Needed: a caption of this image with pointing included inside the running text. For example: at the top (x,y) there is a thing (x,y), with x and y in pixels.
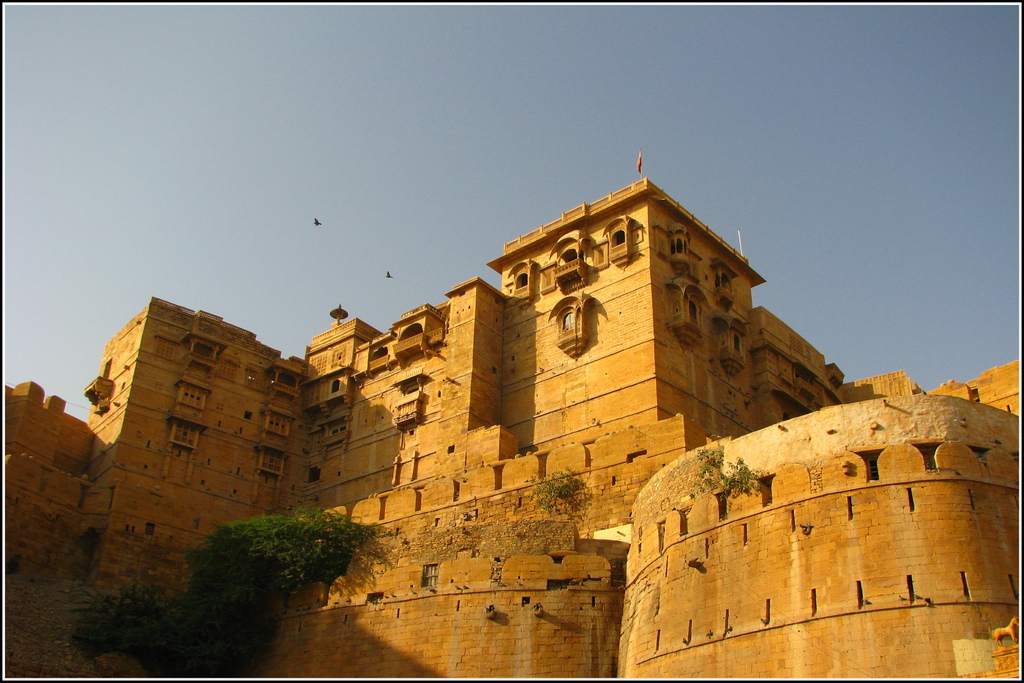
In this image, we can see a fort (657,415). There are some plants (237,566) in the bottom left of the image (229,590). There is a sky (443,100) at the top of the image (454,84).
